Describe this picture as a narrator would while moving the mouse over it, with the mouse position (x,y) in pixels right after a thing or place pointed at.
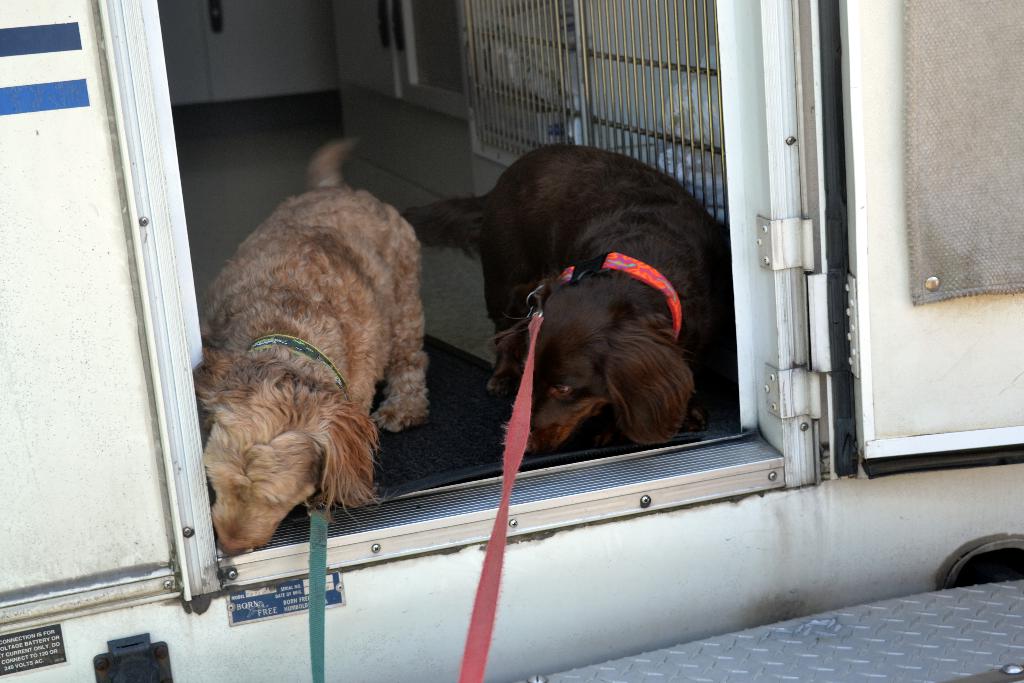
In the center of the image (350,345) there are two dogs (370,382) standing at the door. In the background (393,88) there is a door (264,44), grill (546,72) and floor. At the bottom (763,635) there is a floor (842,638).
